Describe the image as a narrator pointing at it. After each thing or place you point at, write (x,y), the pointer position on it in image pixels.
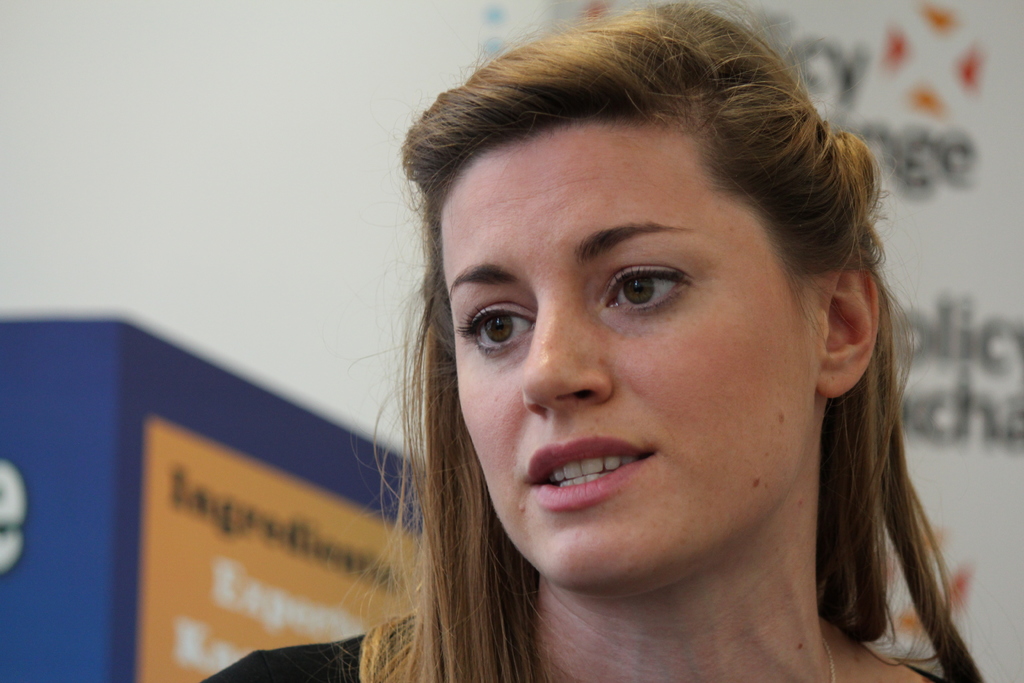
On the right side (885,558), there is a woman (870,648) speaking. And the background (208,110) is blurred.
